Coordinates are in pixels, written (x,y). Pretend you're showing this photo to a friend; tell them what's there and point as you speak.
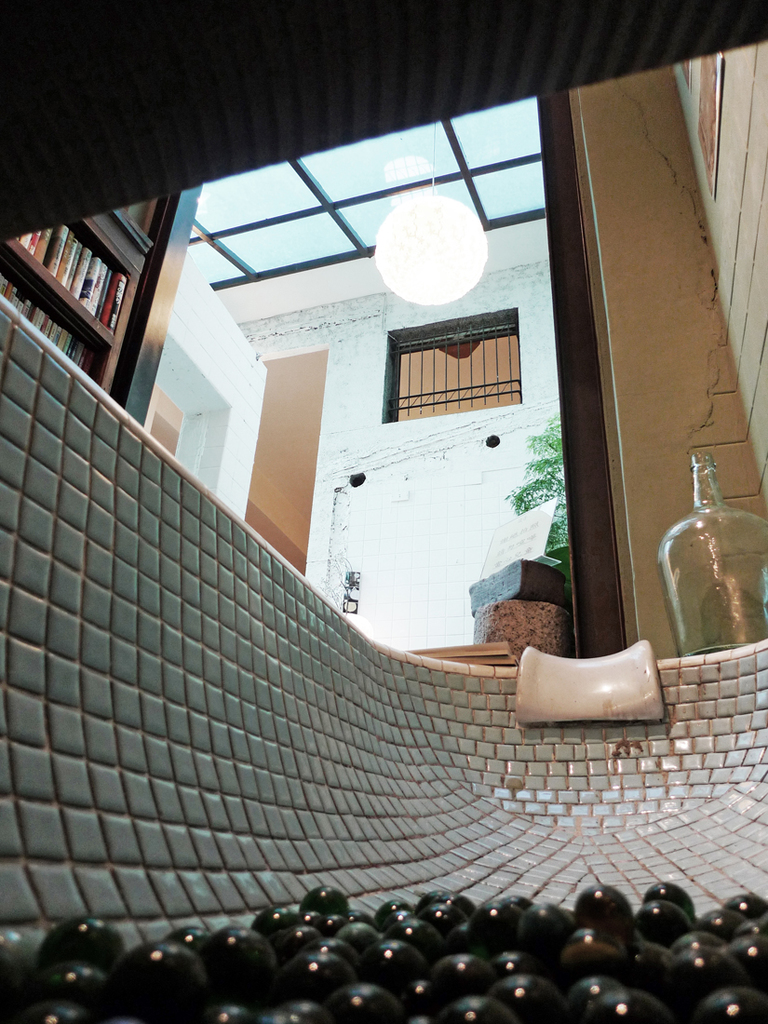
In this image I see black balls (745,916) in a tub (140,697), a jar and books (84,365) over here. In the background (752,447) I see the wall (531,357).
